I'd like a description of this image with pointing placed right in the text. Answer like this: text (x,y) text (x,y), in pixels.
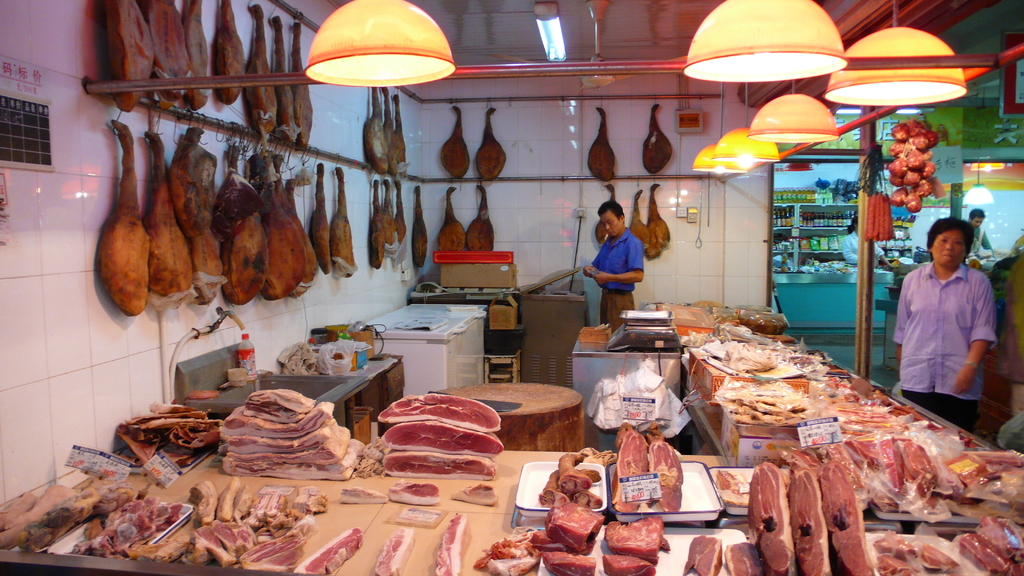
In this image there is a meat (170,544) in the table (636,481), food (737,482) in the table (739,444) and in the back ground (749,51) there are lights (733,148), a man (615,238) standing, a woman (959,420) standing, and there are some items (852,187) in the rack (847,206), sausages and poles (873,242).
